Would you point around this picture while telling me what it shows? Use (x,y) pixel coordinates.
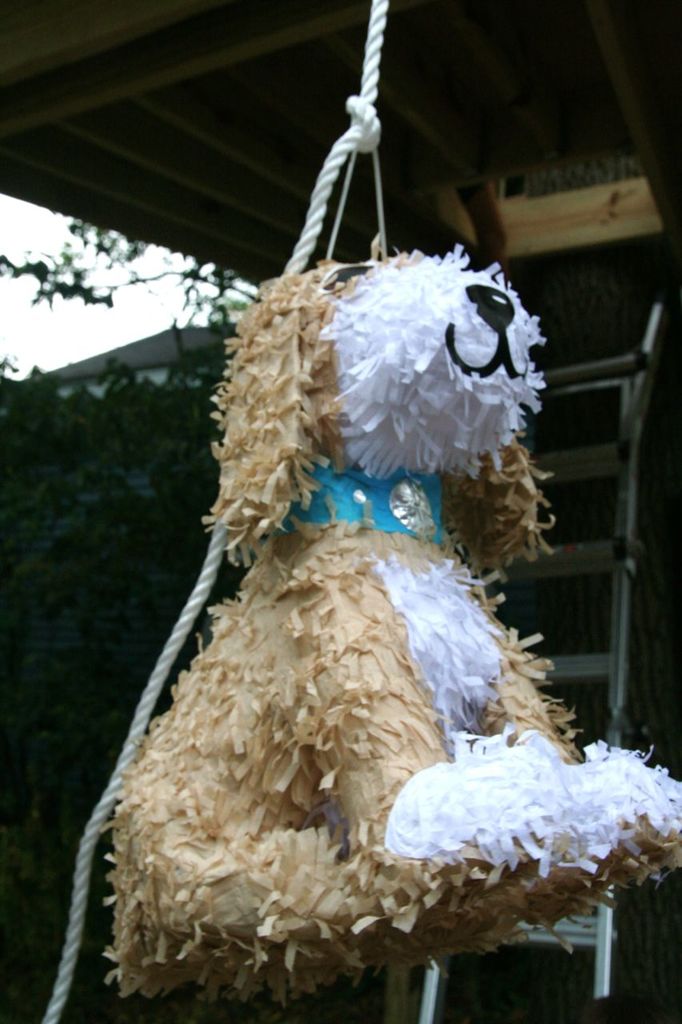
In the foreground of this picture (181,681) we can see a toy (452,639) hanging on the roof (238,24) of a shed (342,96) with the help of a rope (364,75). In the background (76,443) we can see the sky (96,287), trees (161,459) and a ladder (608,475).
